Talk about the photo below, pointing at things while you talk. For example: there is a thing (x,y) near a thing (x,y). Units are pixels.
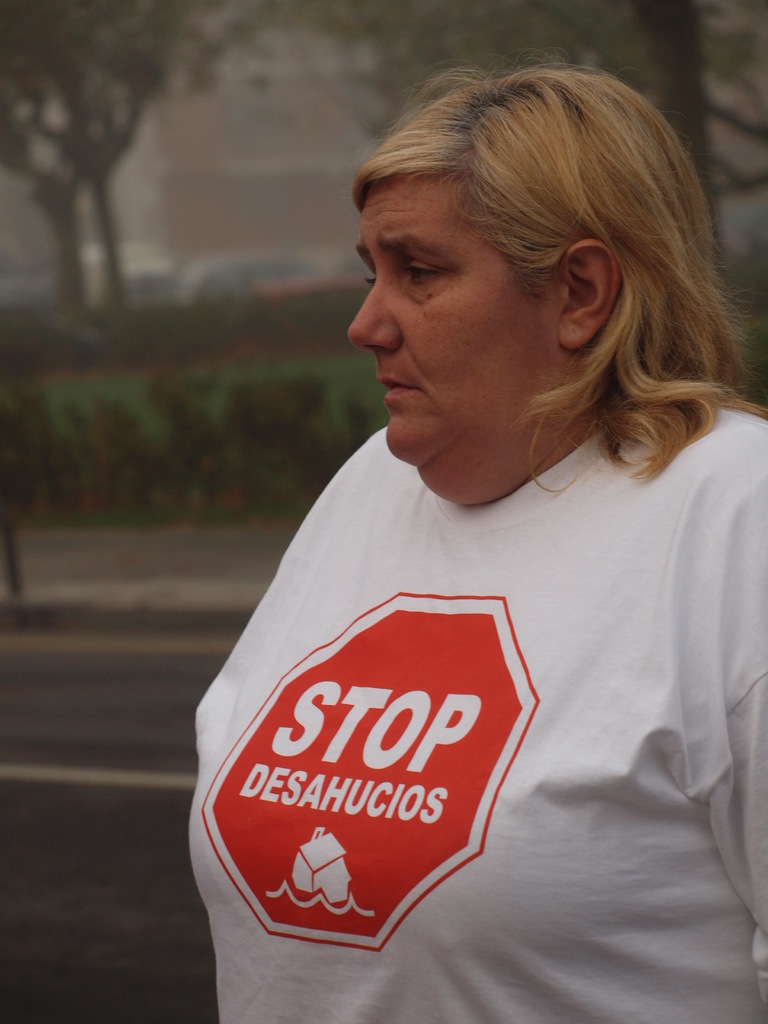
On the right side of the image (544,312) a lady (521,479) is there. In the background of the image (239,248) we can see trees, wall (264,190), bushes (202,422) are there. At the bottom of the image (123,876) road (165,818) is there.
